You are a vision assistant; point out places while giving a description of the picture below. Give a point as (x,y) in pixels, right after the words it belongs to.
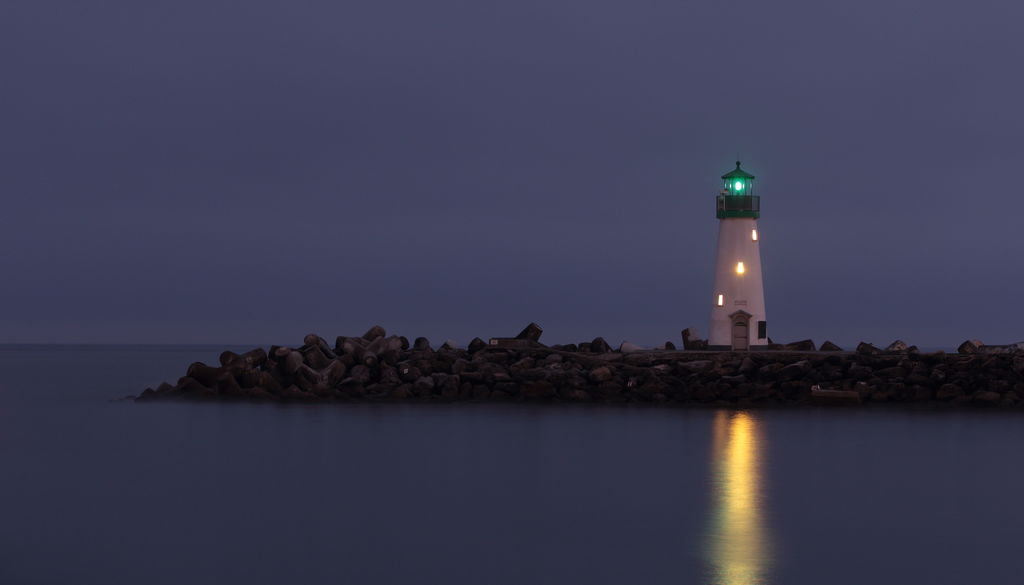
In this picture I can see the water (436,495) in front (732,465), on which I see the reflection of light (734,481). In the middle of this picture (495,345) I see number of rocks (704,366) and a light house (720,246). In the background (239,182) I can see the sky (863,172).
